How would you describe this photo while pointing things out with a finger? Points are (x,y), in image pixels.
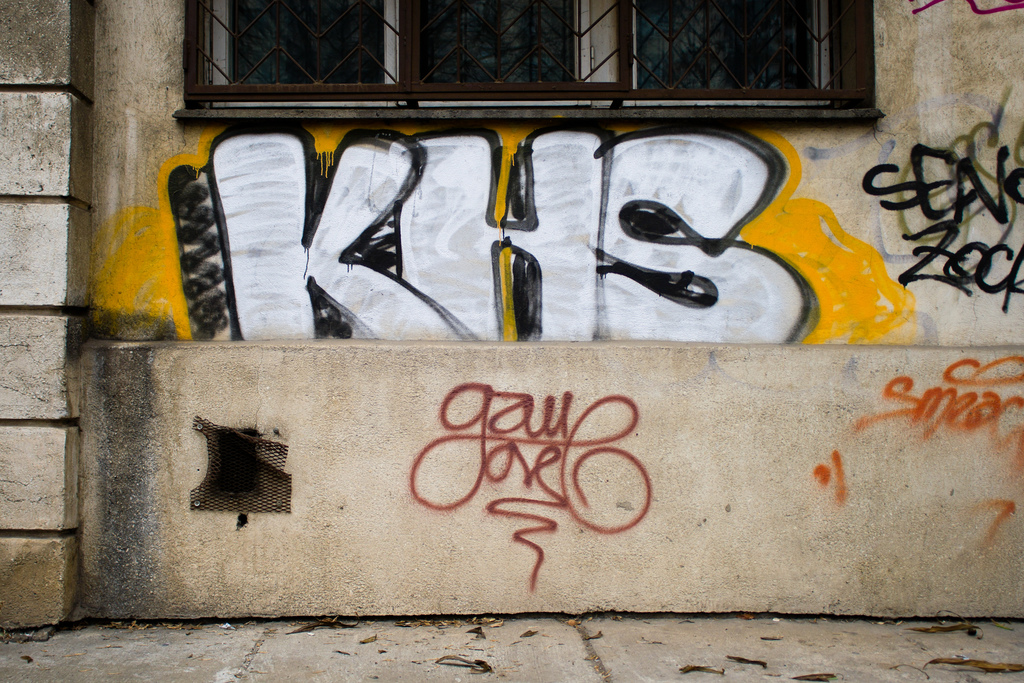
In this image, we can see a wall (91,256) with painting (119,302) and text (571,326). At the bottom (153,677), there is a walkway (187,660). Top of the image (266,0), we can see glass windows (481,62) and grills (189,58).
